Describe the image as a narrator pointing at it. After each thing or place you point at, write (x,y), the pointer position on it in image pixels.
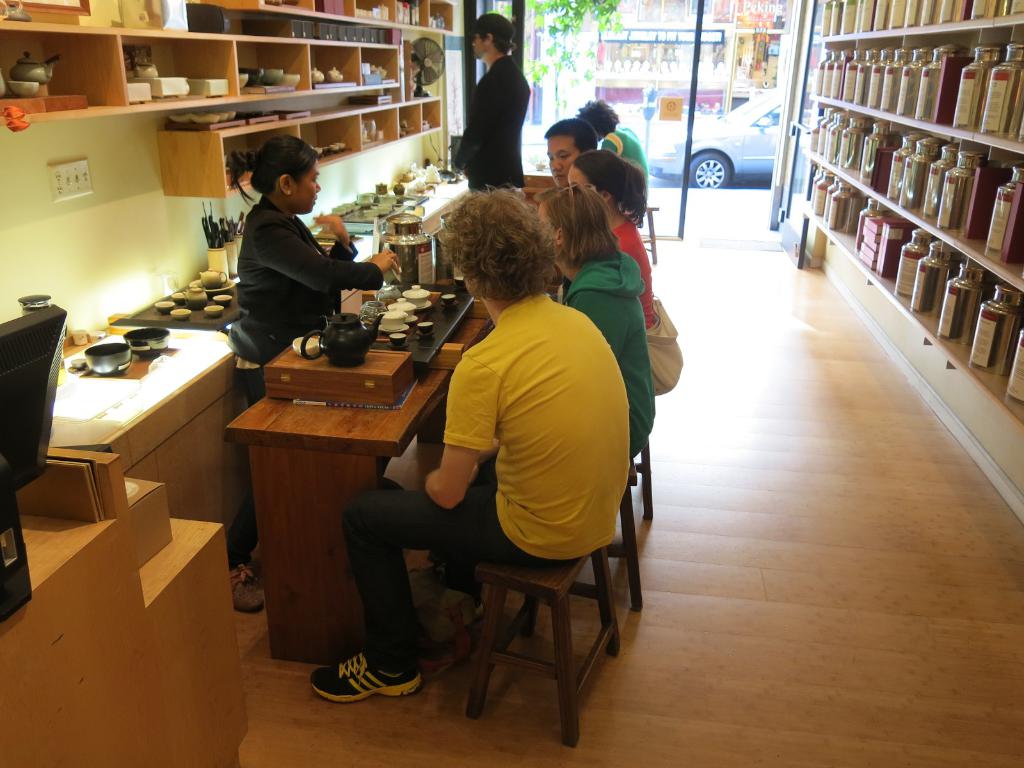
In this picture I can see couple of them standing and few are sitting on the stools (488,610) and I can see tables (287,434), few items (356,348) and bowls (166,307) on the tables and from the glass door (658,112) I can see a car (717,167) and another building (656,59) and I can see a plant (563,21) and looks like a monitor (59,327) on the left side of the picture (4,413) and I can see a table fan (429,45).
